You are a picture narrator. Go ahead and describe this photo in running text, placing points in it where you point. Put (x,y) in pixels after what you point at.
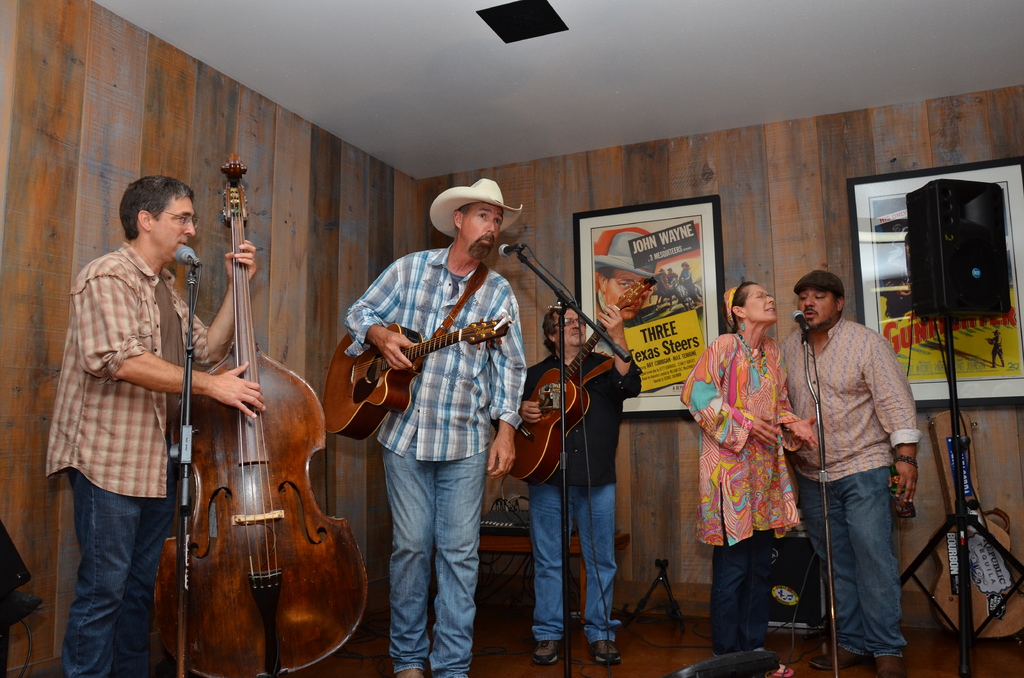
In this picture, we see a man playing a double bass (244,667) and two men (526,417) playing guitar (523,432) and two people (861,340) singing with the help of a microphone (801,312).
